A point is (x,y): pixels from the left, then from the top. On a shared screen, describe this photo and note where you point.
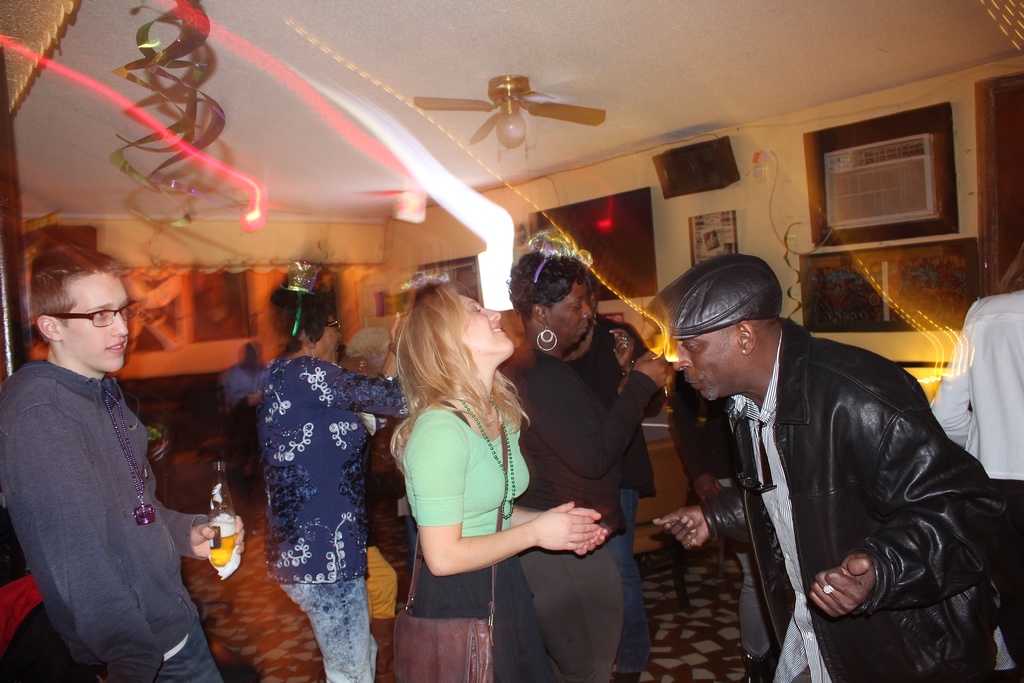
Here in this picture we can see a group of men (727,451) and women (550,439) dancing on the floor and we can see the man (85,405) on the left side (74,493) is holding a bottle (218,537) and we can see decoration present there and we can see posters (871,295) present on the wall (753,226) and we can also see a fan (503,141) on the roof (438,143).
